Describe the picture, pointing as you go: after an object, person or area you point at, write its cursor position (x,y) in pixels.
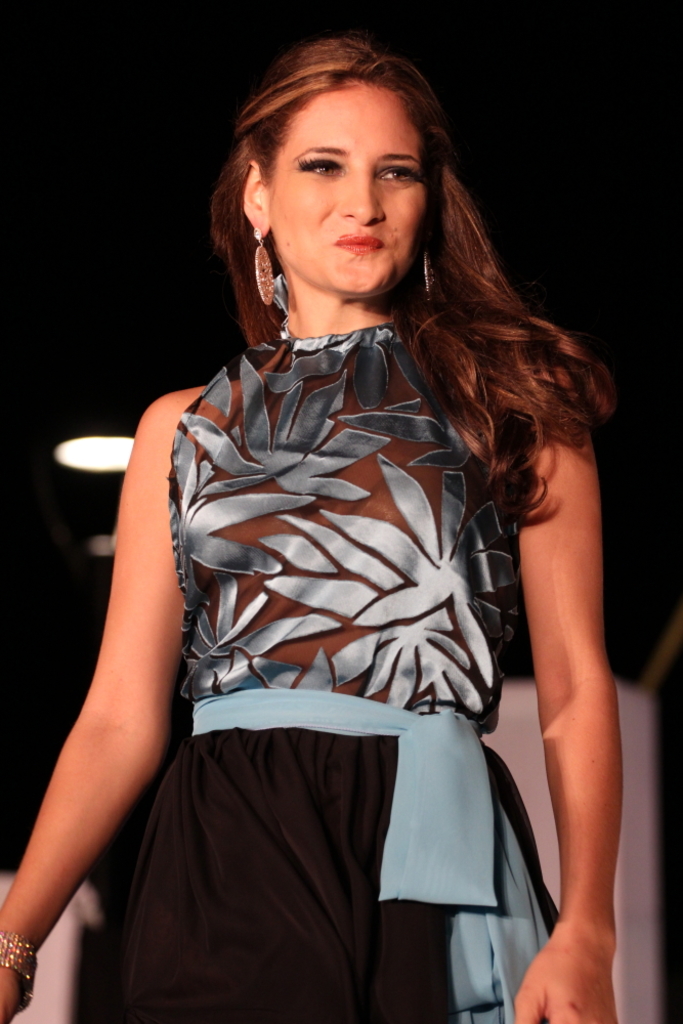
In this image we can see a woman (334,820). She is wearing black and blue color dress (378,704) with some jewelry (261,273).
